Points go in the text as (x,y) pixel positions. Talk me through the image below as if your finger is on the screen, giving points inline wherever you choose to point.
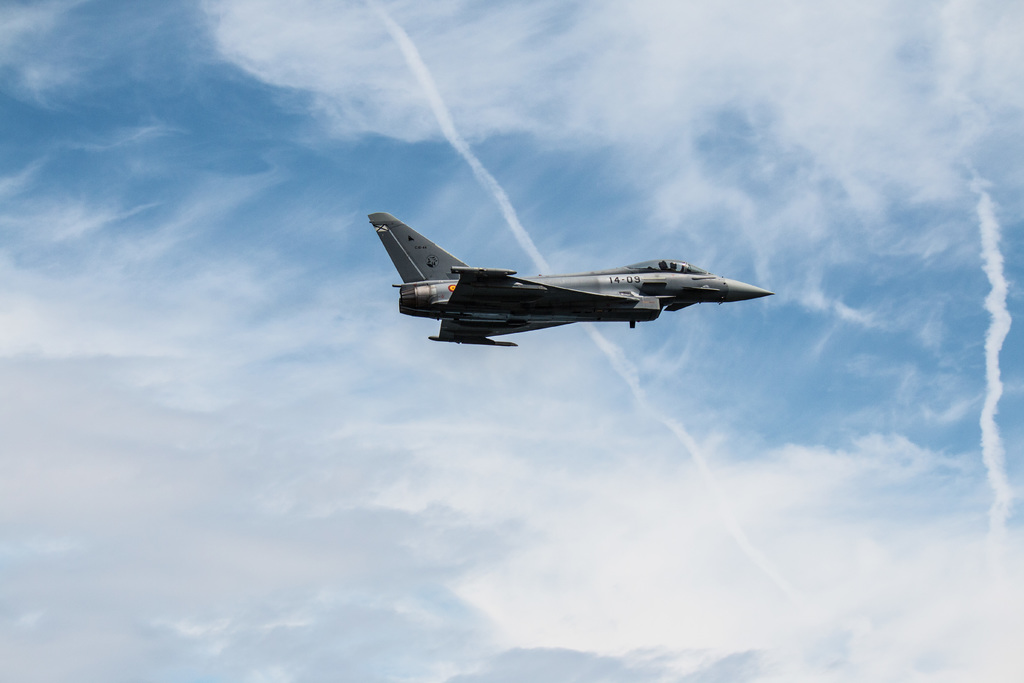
In this image we can see one aircraft (606,287) flying in the sky (584,474).
